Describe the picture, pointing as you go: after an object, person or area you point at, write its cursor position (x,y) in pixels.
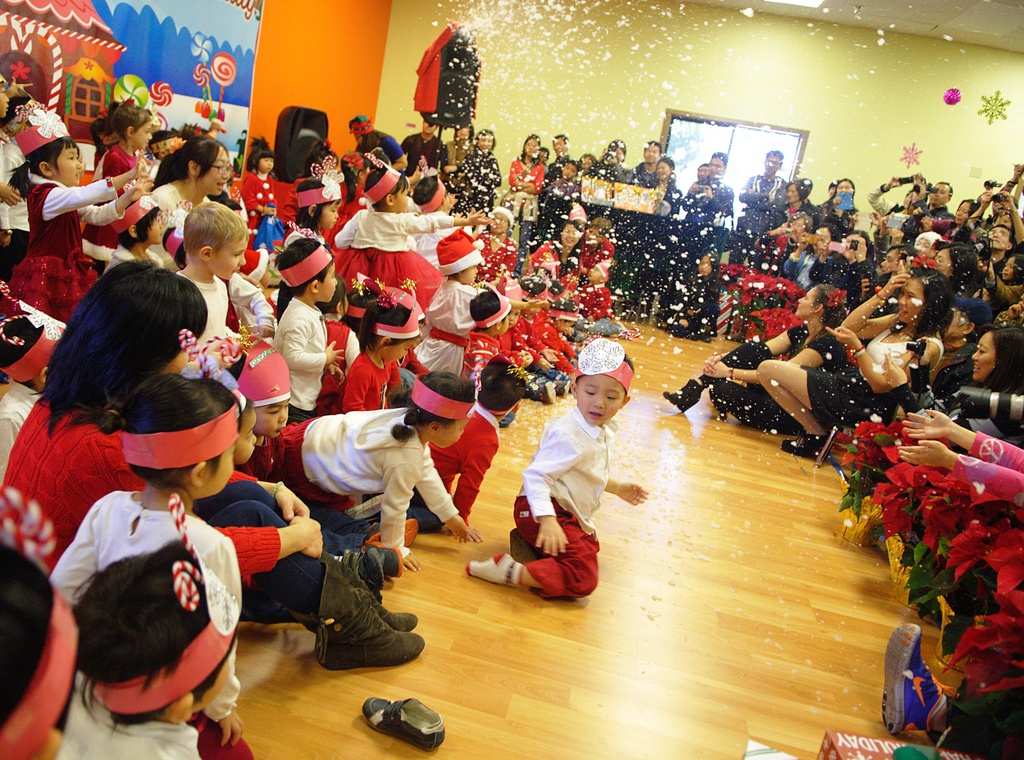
This is an inside view of a room (269,638). Here I can see many people (997,375). It seems like these people (721,388) are celebrating an event. On the left side (154,405) there are children (336,222). On the right side (914,286) many people (929,286) are looking at the children (420,249). In the background (854,72) there is a wall (776,78) and window (730,136).
